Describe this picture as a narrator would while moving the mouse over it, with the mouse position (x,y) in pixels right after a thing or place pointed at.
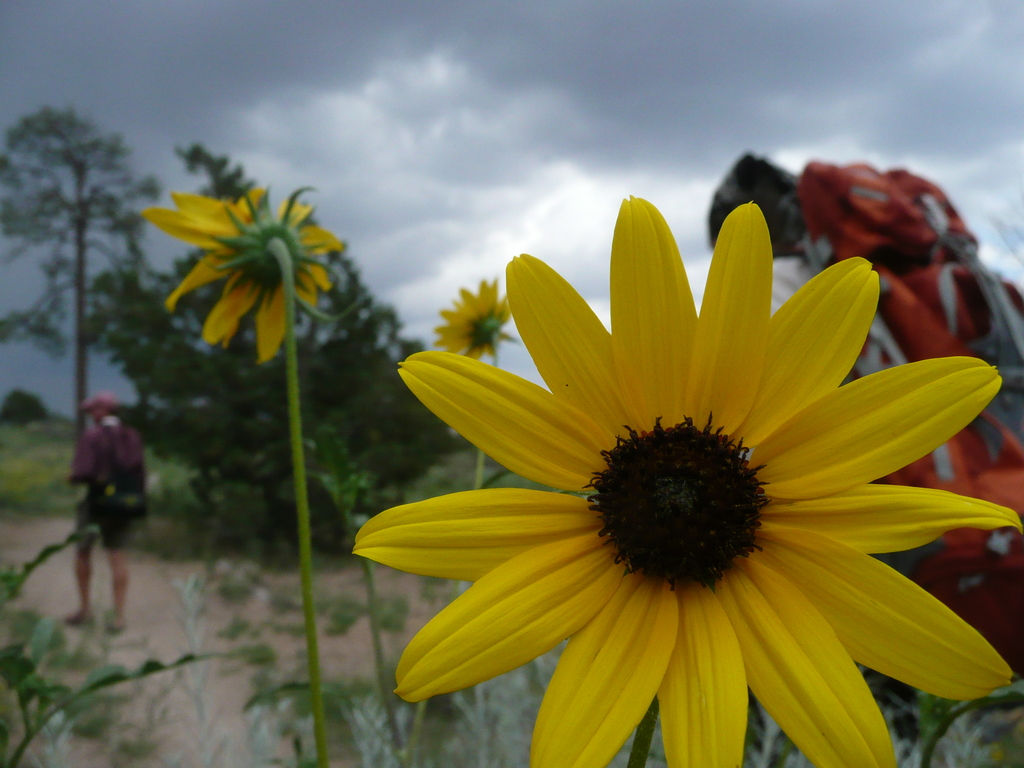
in this picture i can see a sunflower (735,517), a man (97,467) and one man (90,446) here.
